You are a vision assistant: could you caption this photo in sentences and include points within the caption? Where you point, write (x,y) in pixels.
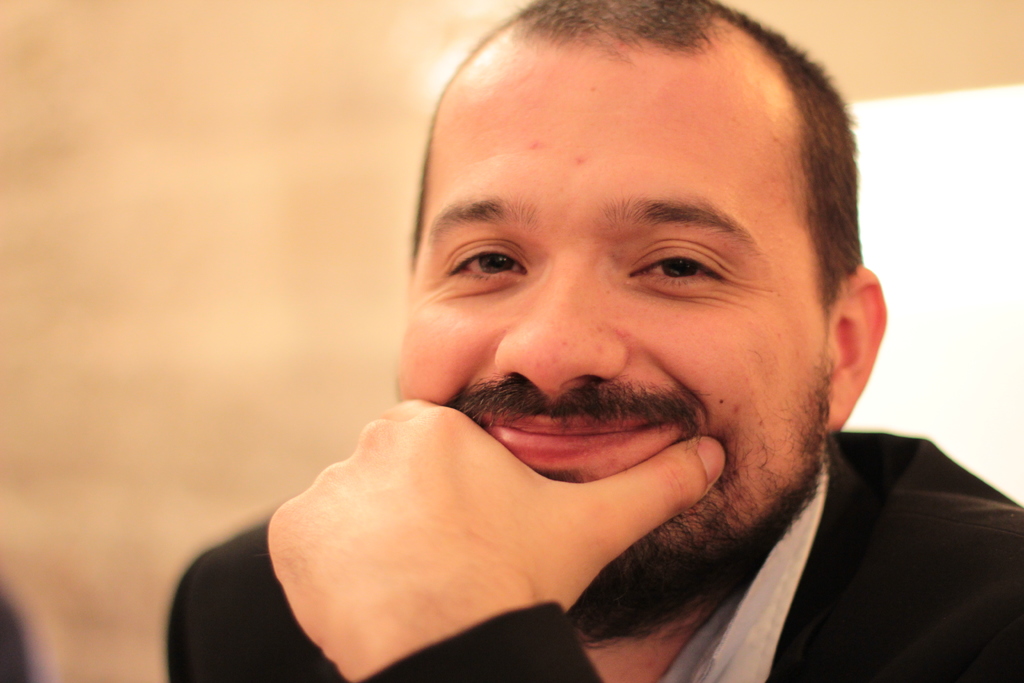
In this image, I can see a man (796,624) smiling. There is a blurred background (238,293).
